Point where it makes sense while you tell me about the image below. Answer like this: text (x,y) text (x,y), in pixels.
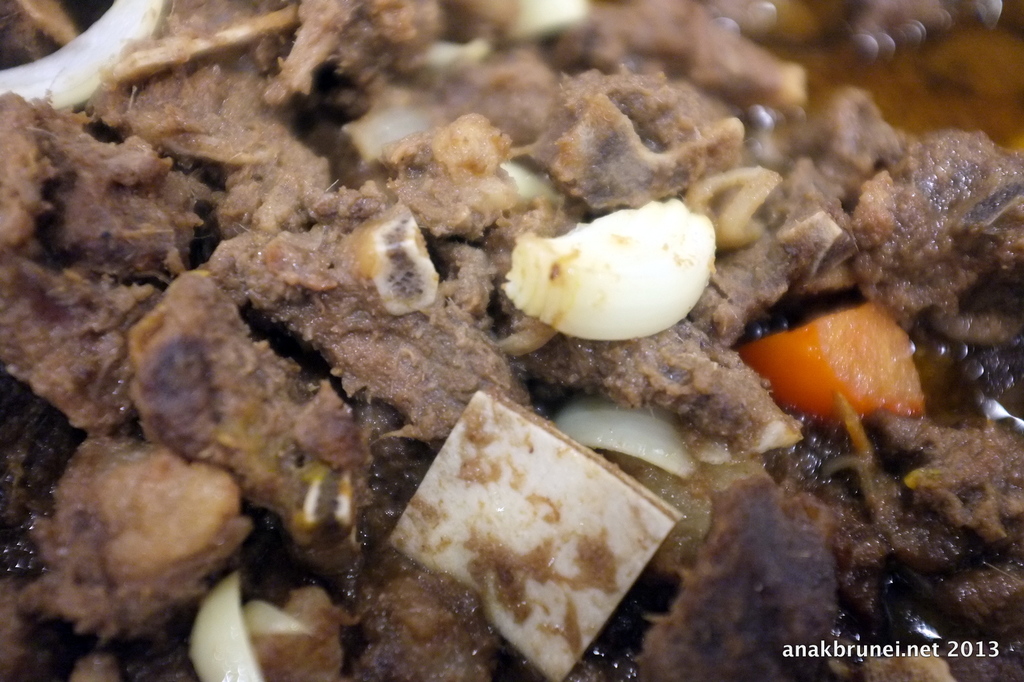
In this image I can see the food (278,402) and the food (382,469) is in brown, white and orange color.
